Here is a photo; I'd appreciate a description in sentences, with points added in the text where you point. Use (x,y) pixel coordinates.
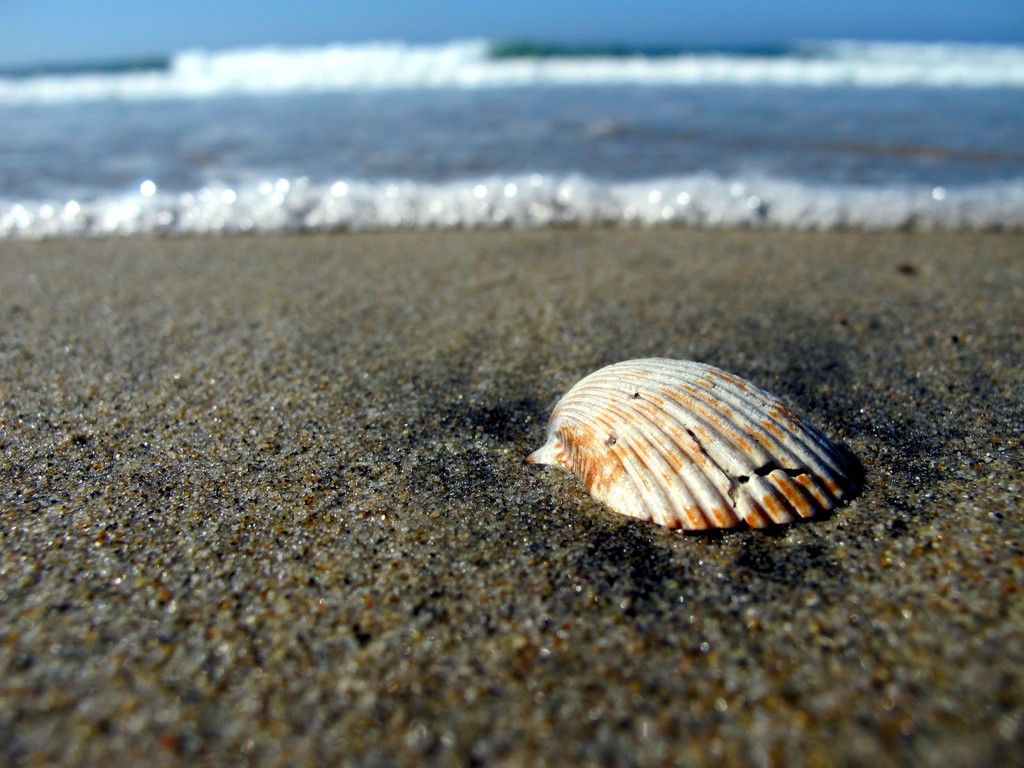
In this picture there is an object (687,426) on the sand (603,506) and there is water (531,107) in the background (494,122).
